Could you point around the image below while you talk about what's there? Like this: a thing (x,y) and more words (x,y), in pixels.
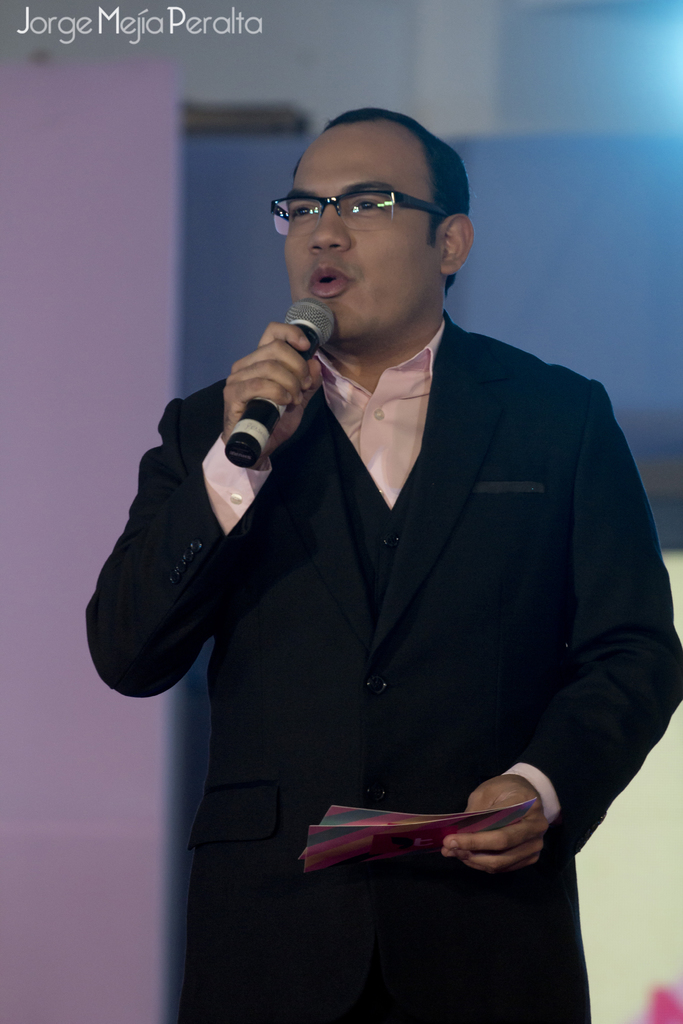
This picture is mainly highlighted with a man (521,565) standing and holding a mike (263,428) in his hand (270,437) and talking. There are few envelopes (433,843) in his hand (453,840). He wore spectacles (371,216).
